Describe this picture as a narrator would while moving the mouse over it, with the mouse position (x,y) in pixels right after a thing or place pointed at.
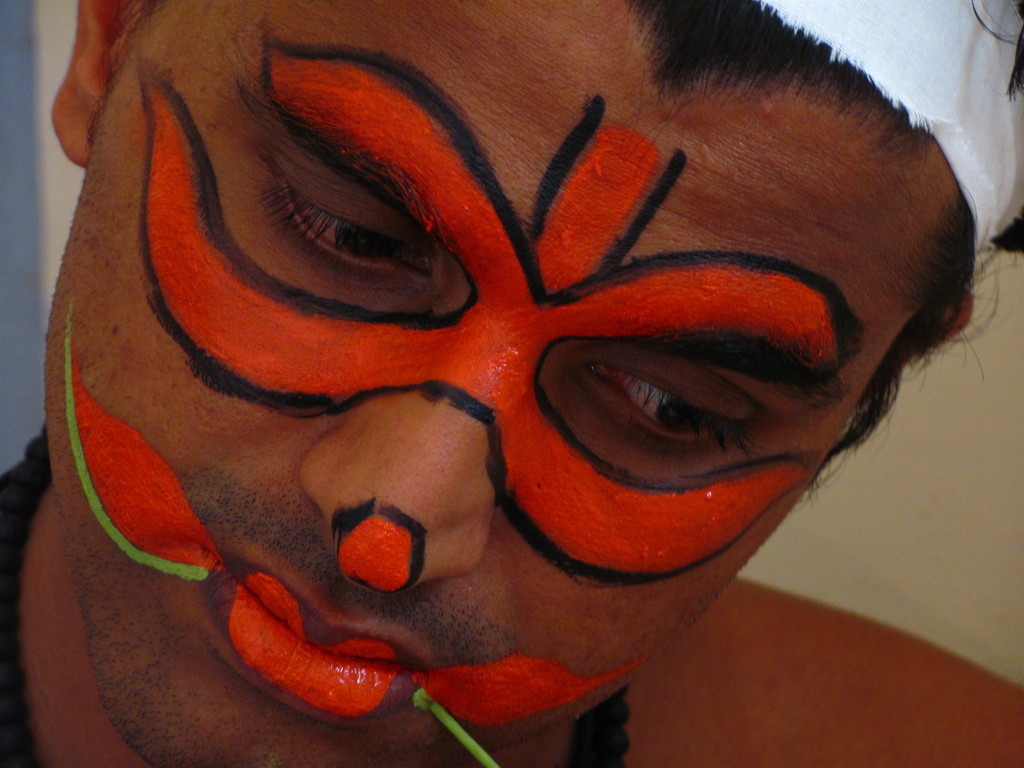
In the image we can see a person (727,320). Behind the person (350,450) there is wall (32,260).
